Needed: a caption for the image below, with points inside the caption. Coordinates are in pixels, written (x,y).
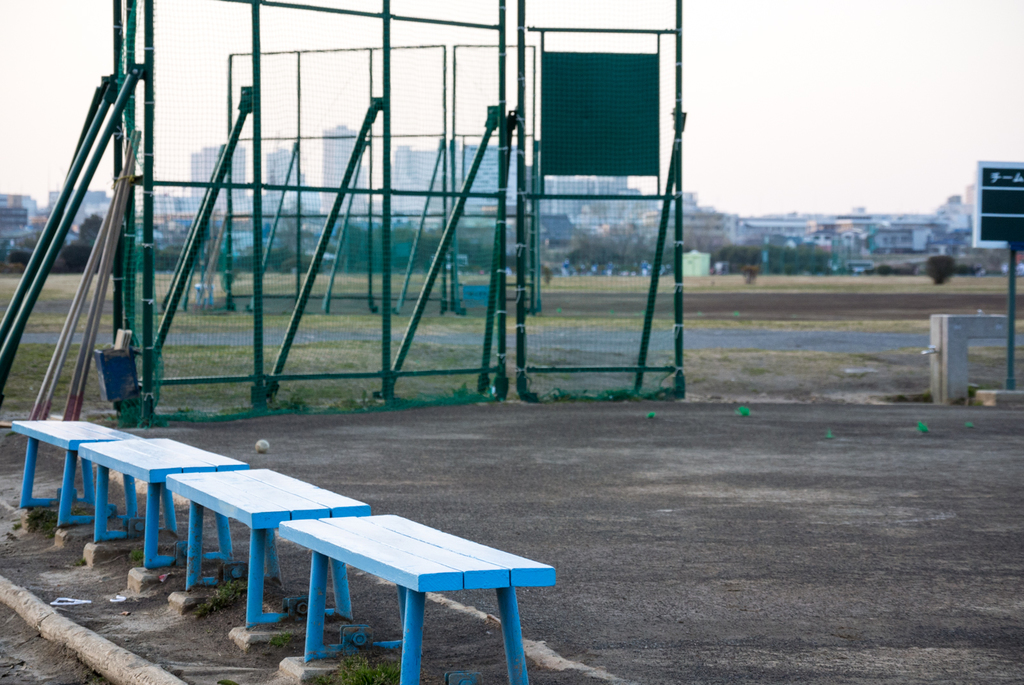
There are few blue colored benches (261,515) in the left corner (162,505) and there is a green color fence (299,234) beside it and there are buildings (571,200) in the background (571,200).
